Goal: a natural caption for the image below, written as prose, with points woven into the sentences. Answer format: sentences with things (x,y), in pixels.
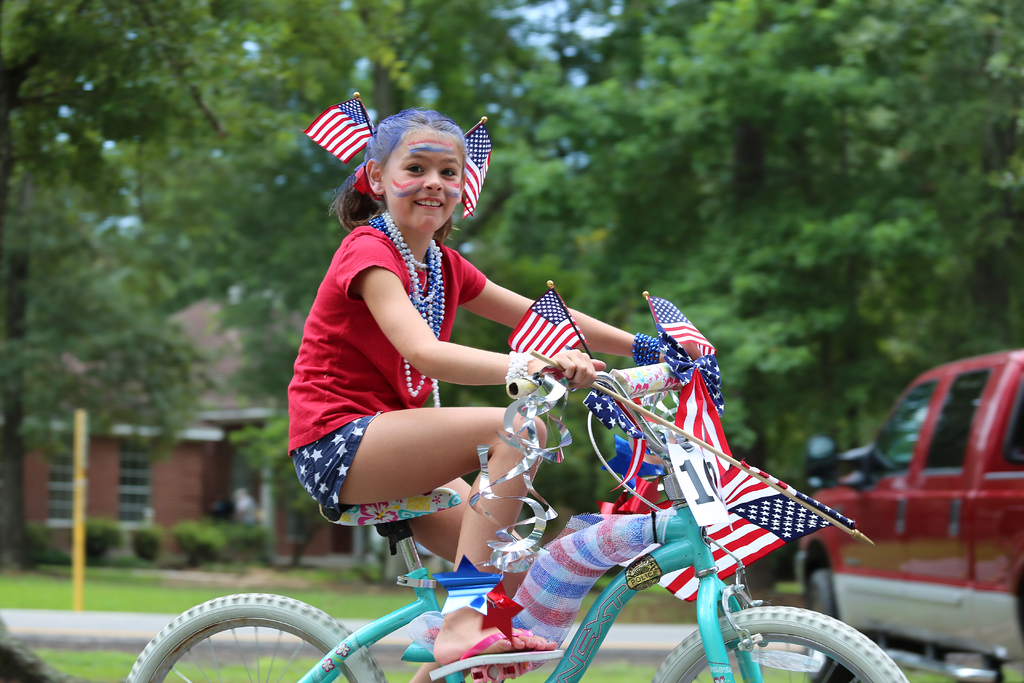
In this picture a small girl (350,426) is riding a bicycle (711,593) which has united states of america flags (760,480) attached to it, she also has a flags (474,185) kept on her backside of her neck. In the background (905,514) there is a red car (896,495) and there are many trees (511,107) in the background (165,289).
